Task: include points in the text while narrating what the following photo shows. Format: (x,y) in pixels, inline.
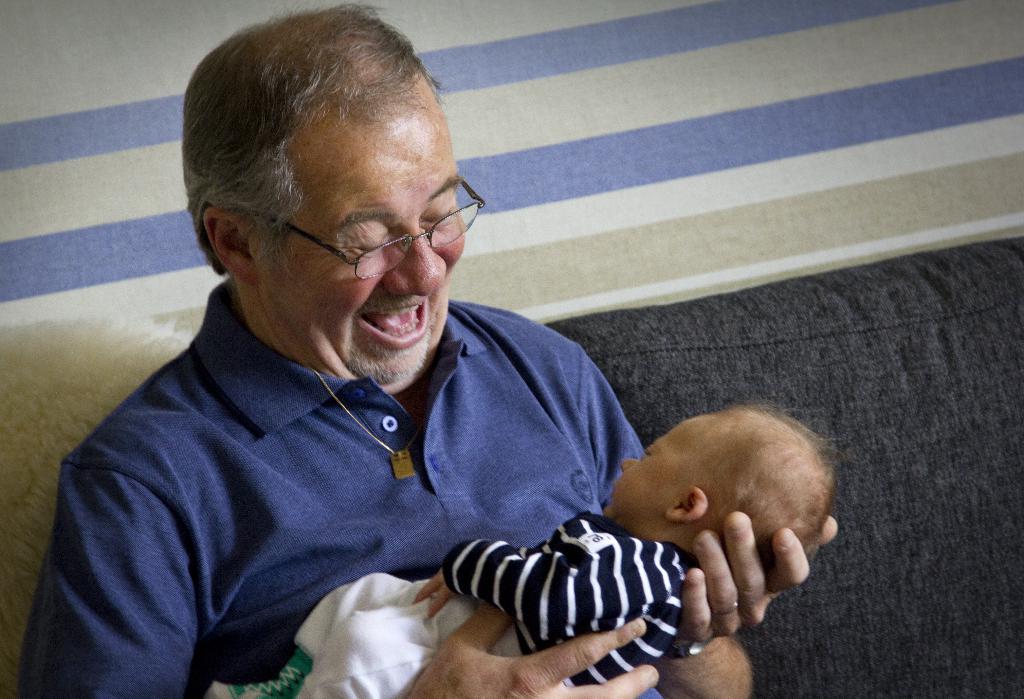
In this picture there is a man (388,290) who is holding a baby (670,519). He is sitting on the couch (886,585) and he is smiling. At the top (782,112) I can see the wall (732,113).
